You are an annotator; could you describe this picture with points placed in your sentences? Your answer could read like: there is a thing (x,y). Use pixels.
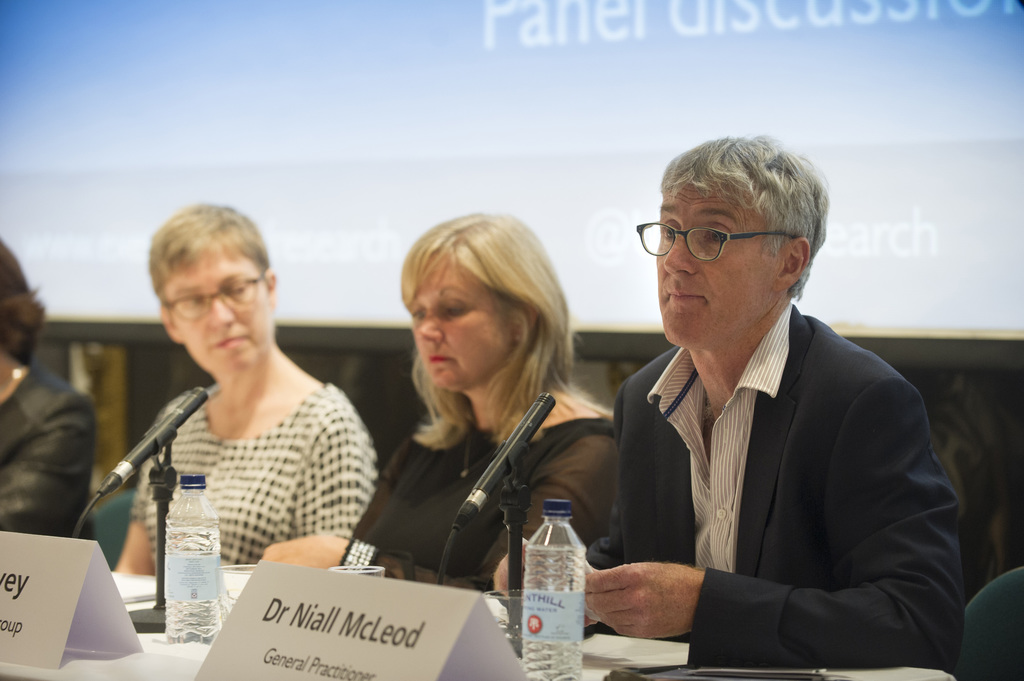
Three people (666,190) were seated I think for a conference. There is a mike (504,451) in front of a man (716,384) wearing blue blazer (622,458) beside this man (616,415) there are two women (429,456) one in the center (467,450) wearing a black dress (423,502) and on the left (216,492) there is a woman (334,456) wearing a white and black t-shirt (252,476). Foreground (180,610) there is table (184,654) with name plate (317,642) on them and there are two water bottles (218,548) and in the background (291,113) there is a screen (185,80). On the left corner (21,279) a person (35,412) with black dress (33,447) seated.
